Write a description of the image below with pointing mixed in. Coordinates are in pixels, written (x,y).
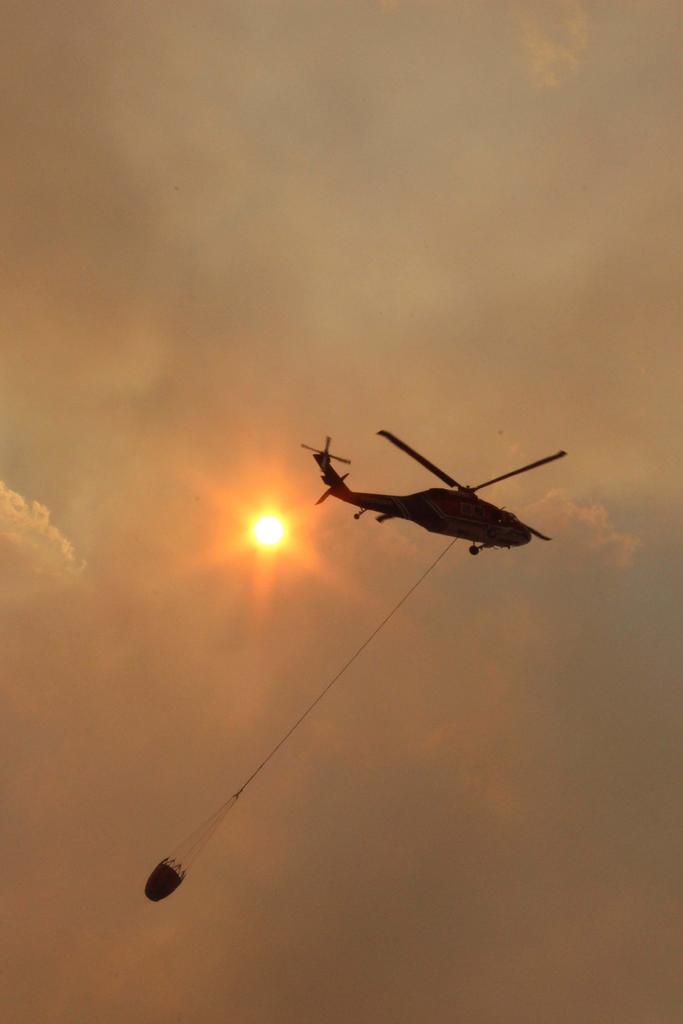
This image consists of a helicopter (437,513) flying in the air (350,525). And there is something tied to it. In the background (544,264), there is a sun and clouds (167,608) in the sky (84,712).
